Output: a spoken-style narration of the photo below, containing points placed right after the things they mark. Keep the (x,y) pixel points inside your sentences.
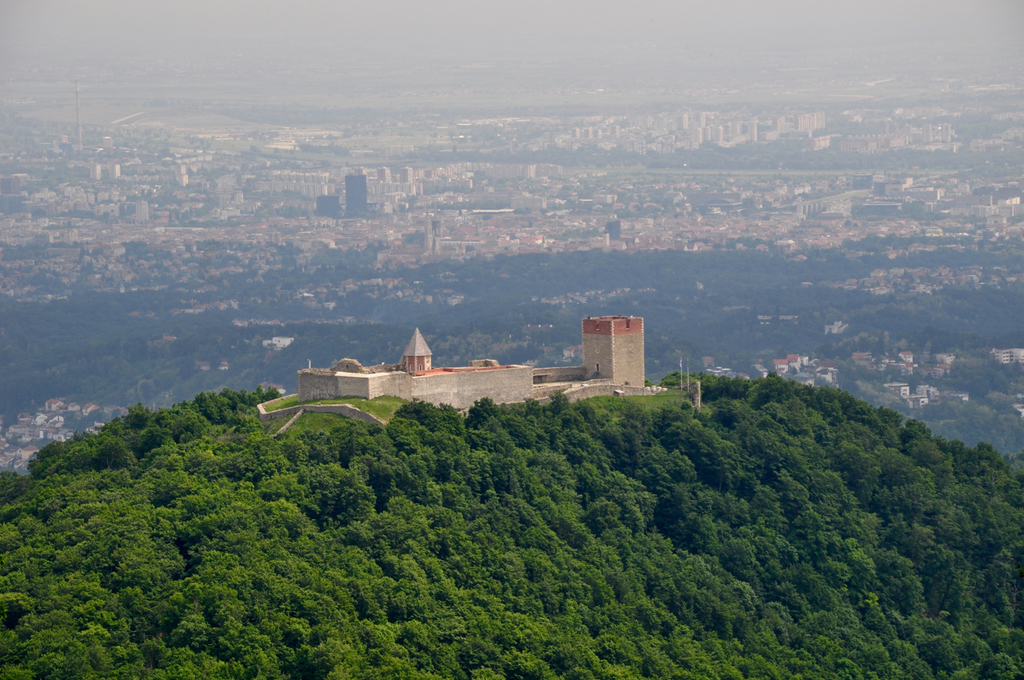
It is a house (493,373) in the middle of an image (505,369). These are the trees (446,573).
